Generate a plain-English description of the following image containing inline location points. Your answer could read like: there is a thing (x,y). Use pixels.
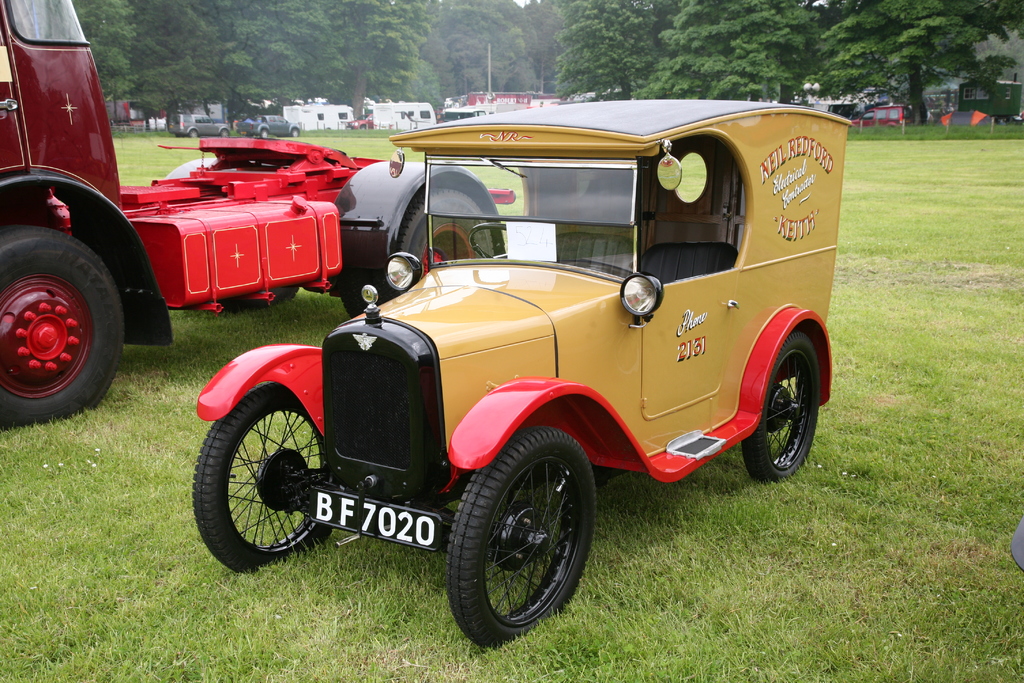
In this picture i can see vehicles (499,314) on the ground (376,137). In the background (698,69) i can see trees (478,37), poles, grass (864,237) and other objects (388,105) on the ground (979,220).
